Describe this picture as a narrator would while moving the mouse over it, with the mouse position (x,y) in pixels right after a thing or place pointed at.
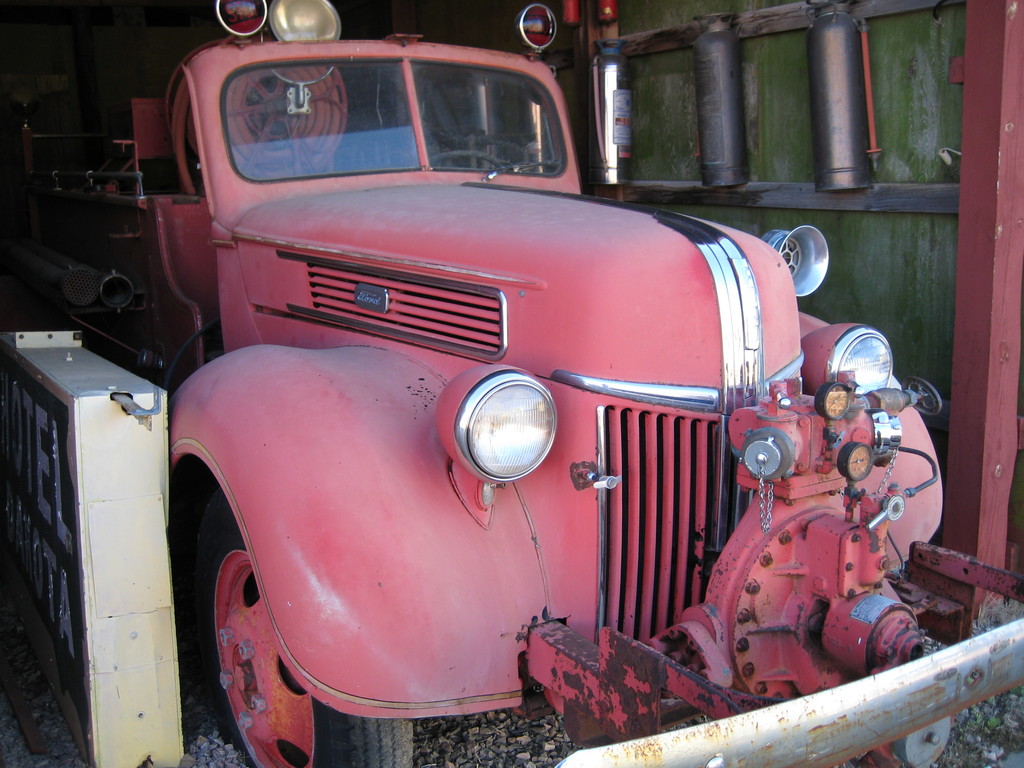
In this image we can see a motor vehicle (437,218) placed on the ground (446,740) with stones (489,740). Beside the motor vehicle (516,193) we can see fire extinguishers (845,96) attached to the wall (752,111).
